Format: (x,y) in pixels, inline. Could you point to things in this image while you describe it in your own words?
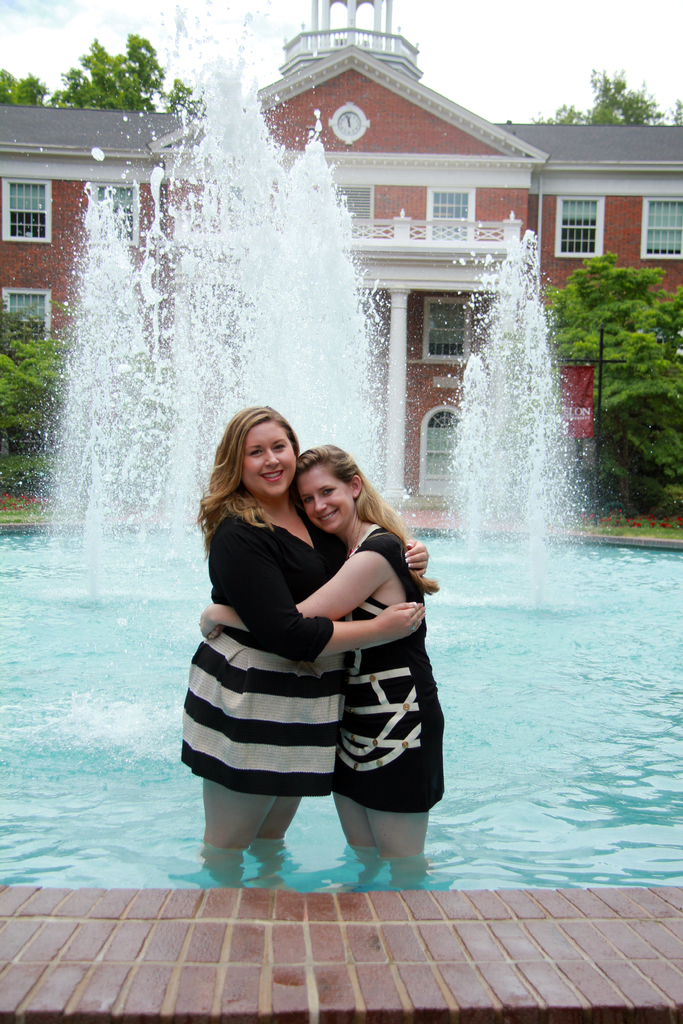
In this image two people (306,592) are standing in the fountain (494,502). At the back side (405,397) there are trees (43,372) and building (505,169).
